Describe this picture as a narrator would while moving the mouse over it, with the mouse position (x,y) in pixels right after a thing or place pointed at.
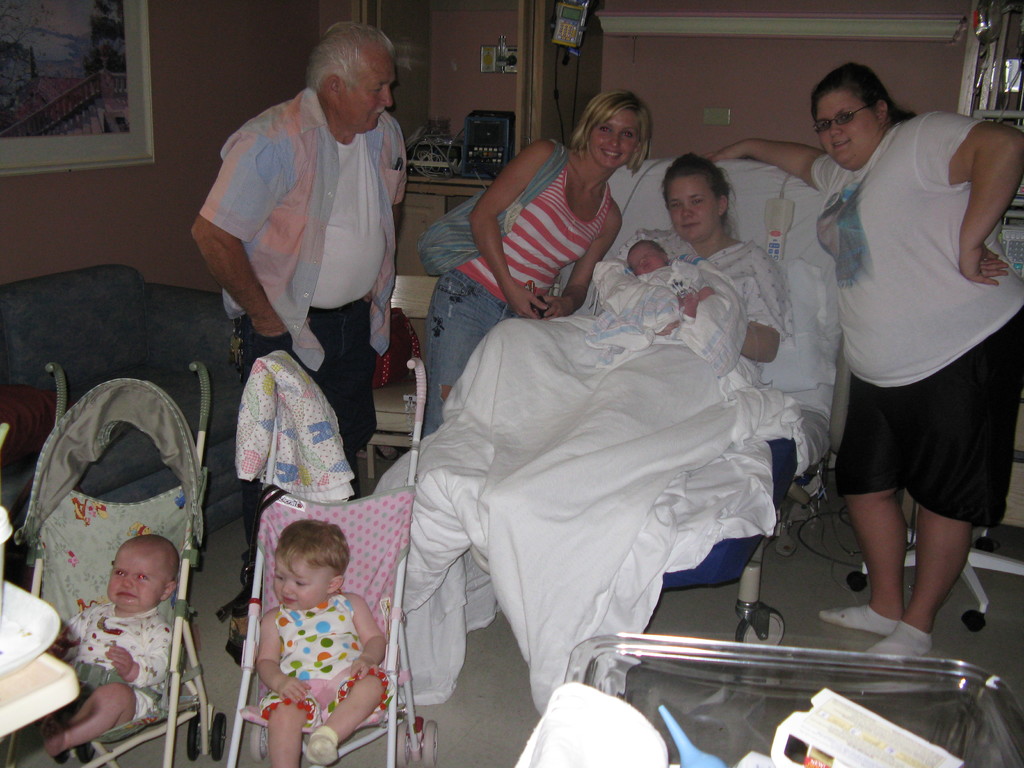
In the image we can see there are babies (150,638) sitting in the buggy (269,553), there is a woman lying on the bed (773,223) and holding baby (686,276) in her hand (677,323). There are other people (535,247) standing beside the woman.
